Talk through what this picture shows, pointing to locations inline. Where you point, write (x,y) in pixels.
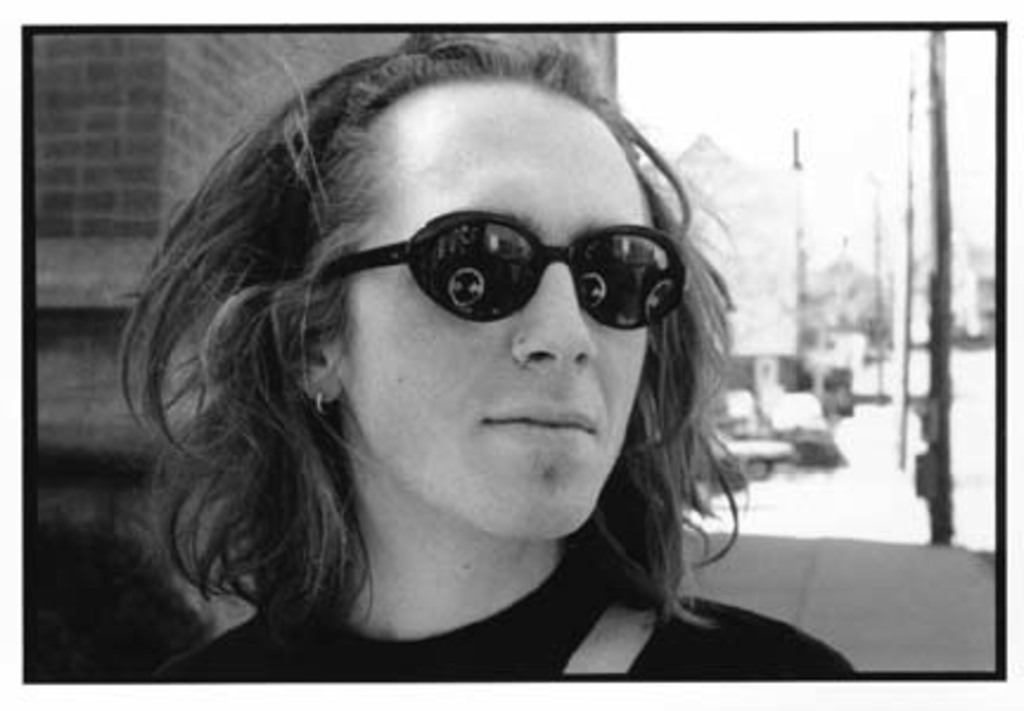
This is a black and white picture, in this image we can see a person (320,382) wearing goggles (486,266), behind her, we can see the buildings (181,177), vehicles (814,414) and poles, in the background (746,162), we can see the sky (772,163).
